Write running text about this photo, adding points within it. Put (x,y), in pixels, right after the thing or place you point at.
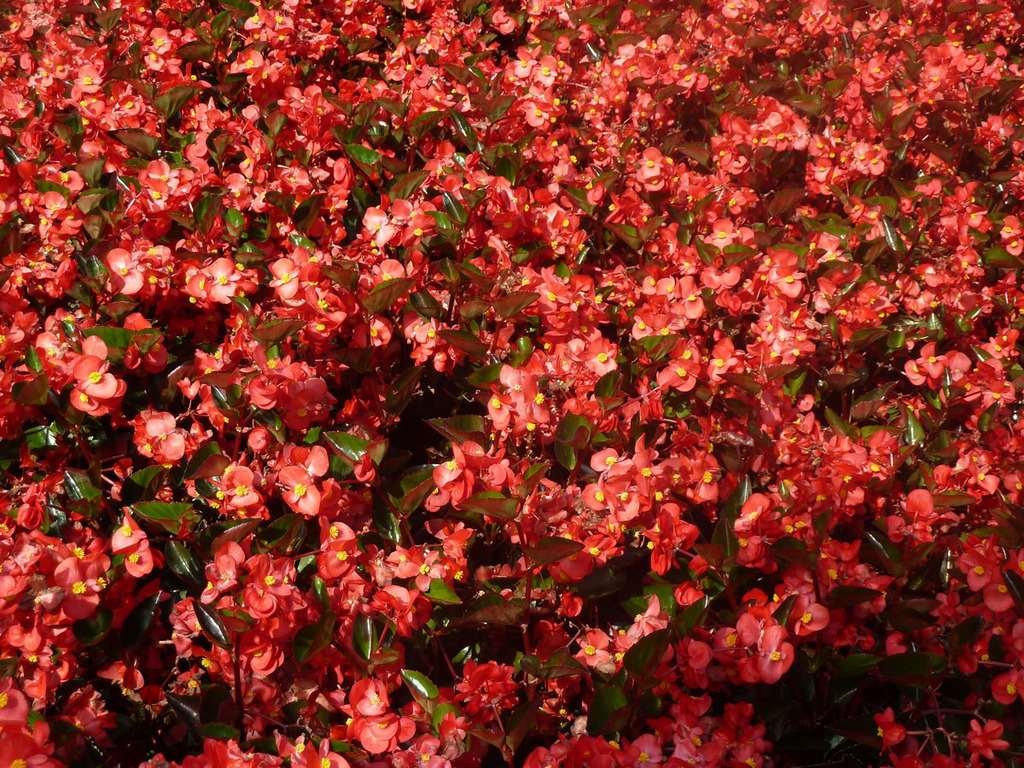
In the image we can see the flowers (479,455) and the leaves (393,518).
